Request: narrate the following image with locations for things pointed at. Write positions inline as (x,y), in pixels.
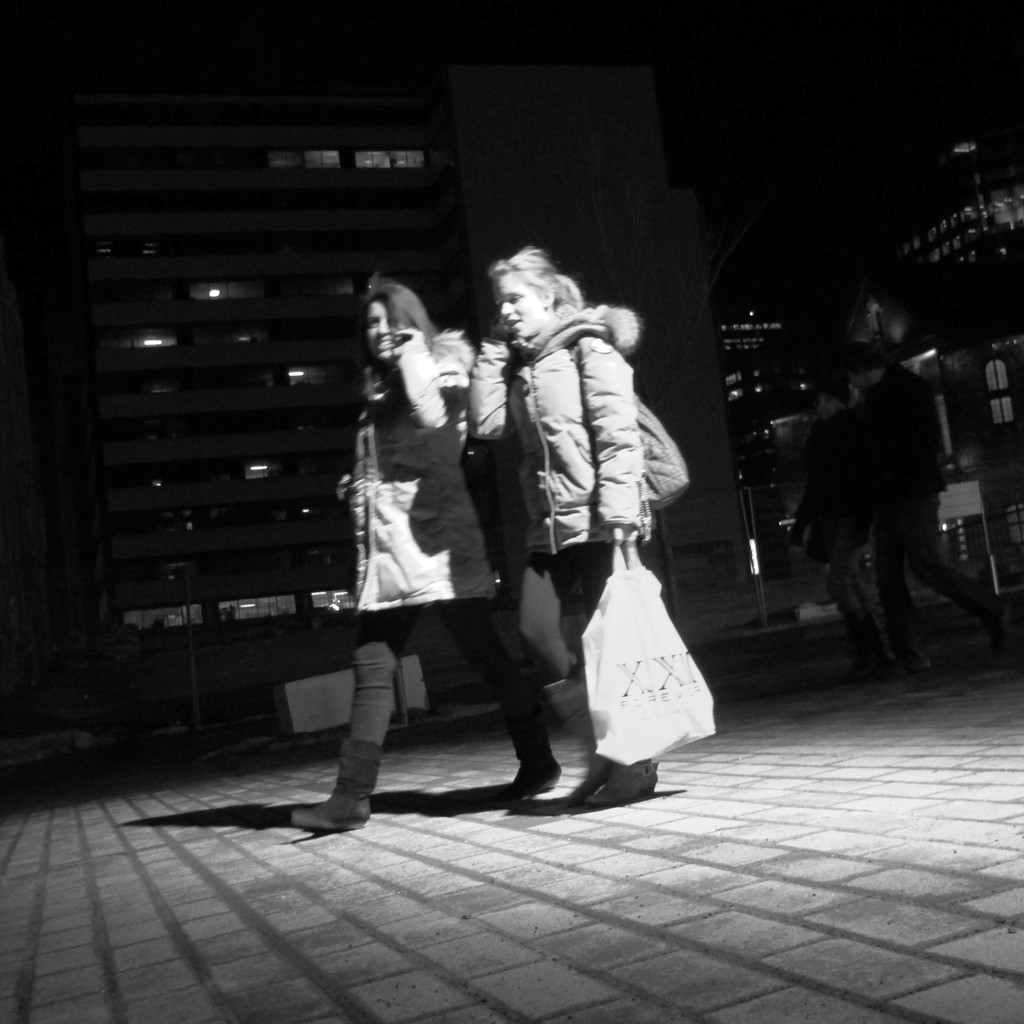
It is a black and white picture. In the center of the image (406,502) we can see two persons (536,519) are walking and they are holding some objects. And they are wearing jackets (567,444). In the background (484,301), we can see buildings (631,303), windows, lights (937,354), poles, few people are walking and a few other objects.
